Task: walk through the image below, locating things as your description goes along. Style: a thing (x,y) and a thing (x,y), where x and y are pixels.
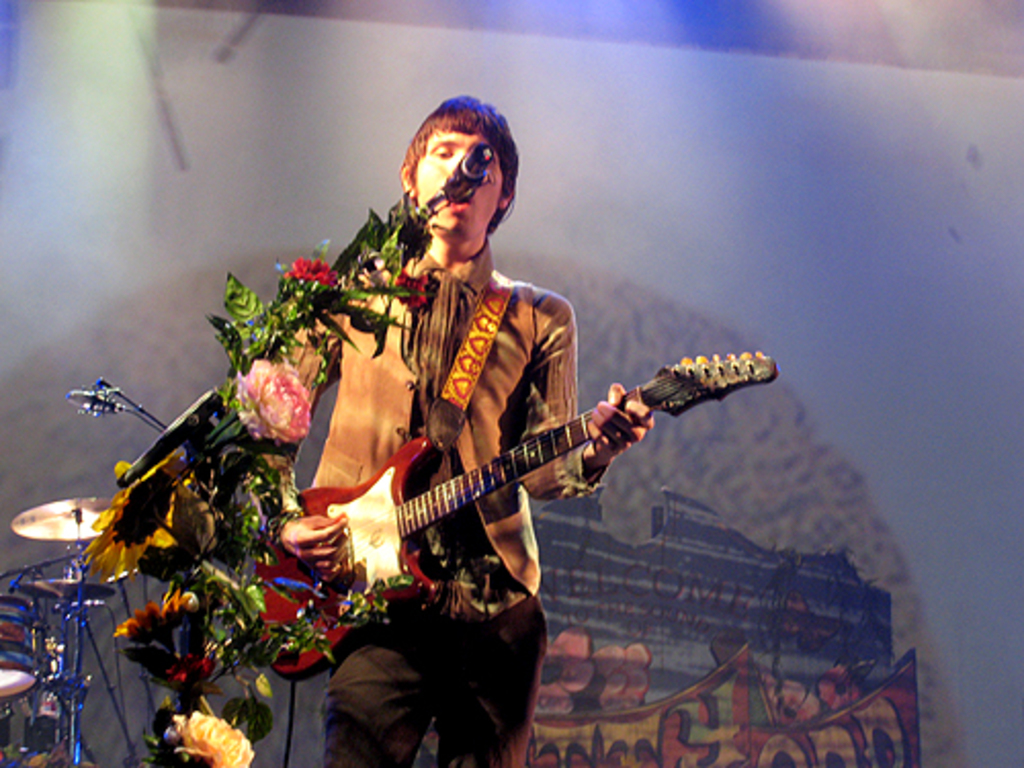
In this image I can see a person (402,403) standing and playing the guitar (406,508) and also it seems like he's singing a song. In front of this person (348,356) there is a mike stand (187,632) decorated with flowers (249,413). On the left side of the image (64,671) I can see drums (54,586).
